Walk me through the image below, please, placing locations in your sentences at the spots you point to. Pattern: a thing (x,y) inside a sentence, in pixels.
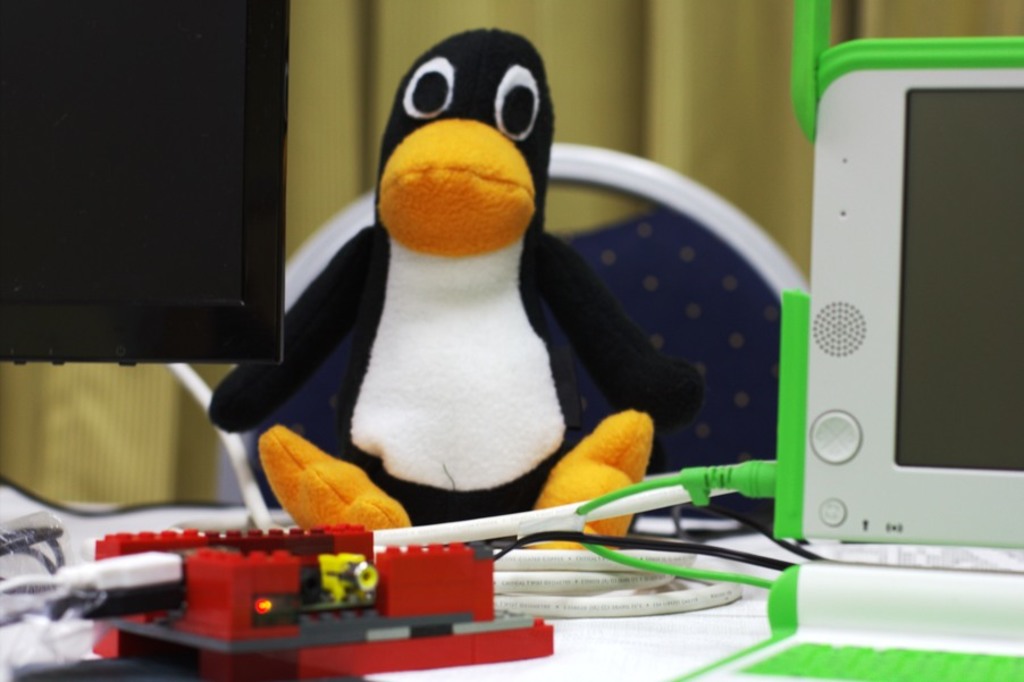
In this picture I can observe a toy (455,310) placed on the table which is in white and black color. On the left side (113,186) I can observe a screen (146,69). There is a chair (640,272) in front of the table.
